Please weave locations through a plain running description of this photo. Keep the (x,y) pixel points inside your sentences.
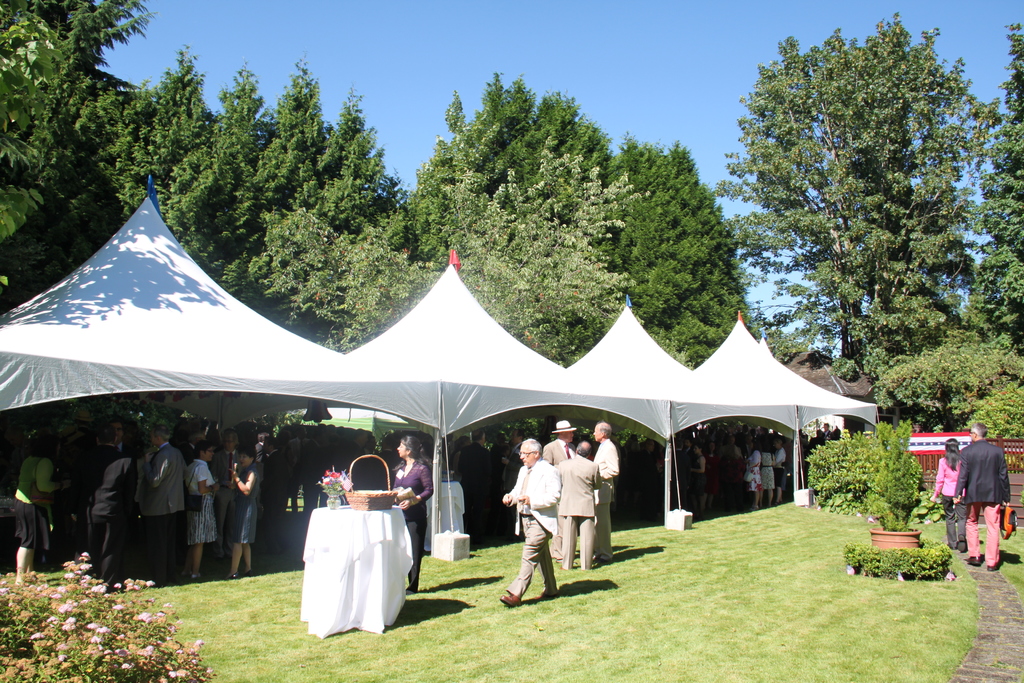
In this image, we can see some people (36,504) standing and there are some white color tents (412,378), we can see some green trees (469,274), at the top (666,67) there is a blue sky (451,45).
